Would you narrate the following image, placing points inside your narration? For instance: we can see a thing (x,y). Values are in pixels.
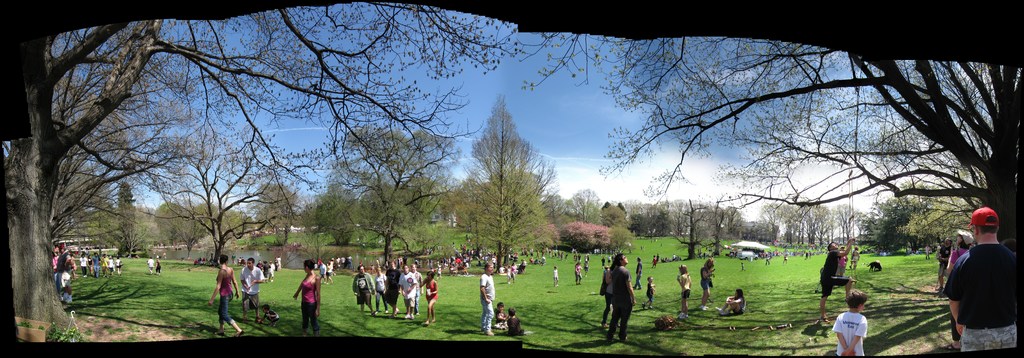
In this image there is the sky (460,134), there are trees (831,229), there is a tree (896,151) truncated towards the right of the image (998,149), there are group of persons (411,286), there is the grass (669,286), there is an object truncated towards the bottom of the image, there is an object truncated towards the top of the image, there is an object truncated towards the left of the image (28,161), there are plants (77,333), there are persons (969,320) truncated towards the bottom of the image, there is an animal (871,269), there is tent (761,246), there is water (287,259), there are persons (831,278) holding an object's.
